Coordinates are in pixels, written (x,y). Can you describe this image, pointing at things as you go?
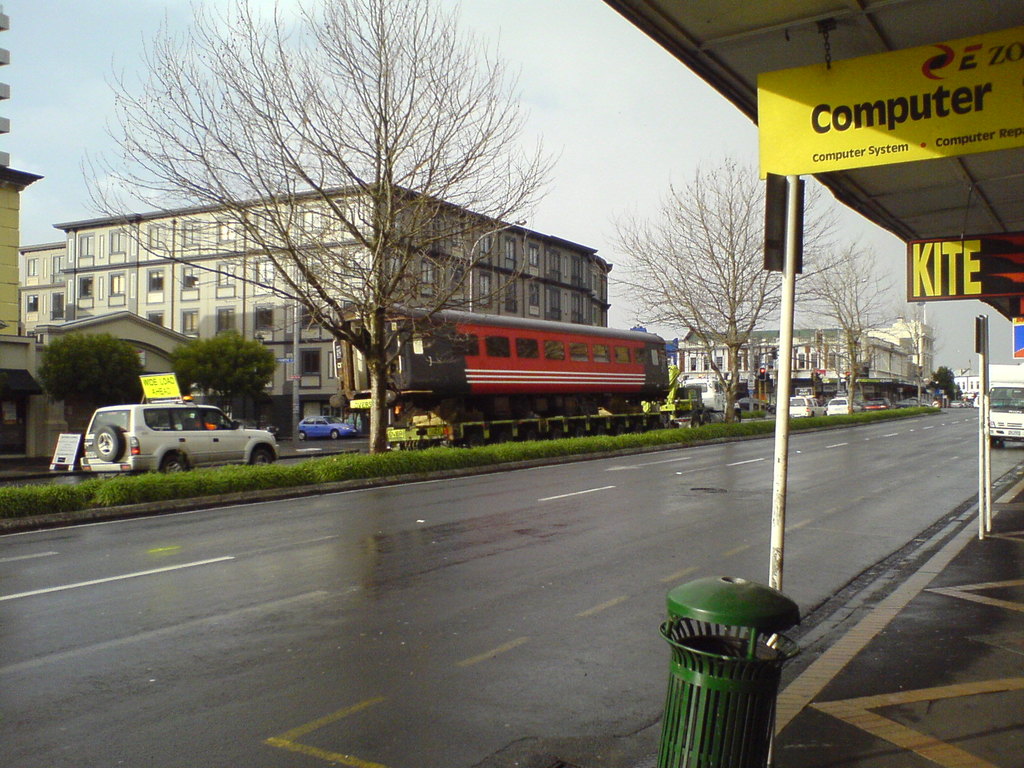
In the image we can see there are vehicles (535,380) on the road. We can even see there are trees (850,308), grass (401,469), buildings (328,382) and windows (191,239) of the buildings (201,259). We can see garbage bin (768,677), poster (873,125), pole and the sky (535,83).
